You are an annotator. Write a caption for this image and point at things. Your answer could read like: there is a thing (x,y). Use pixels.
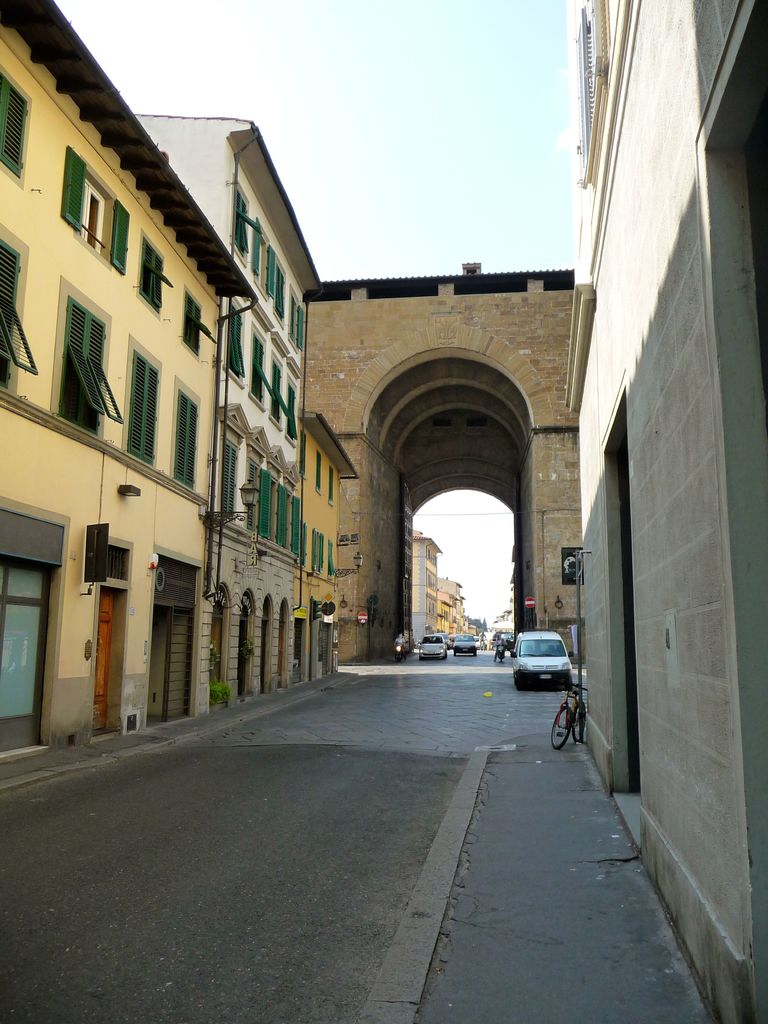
In this image, there is a road (356,777) in between buildings (676,460). There is an arch (438,319) in the middle of the image (463,357). There is a sky (427,81) at the top of the image (424,74).
